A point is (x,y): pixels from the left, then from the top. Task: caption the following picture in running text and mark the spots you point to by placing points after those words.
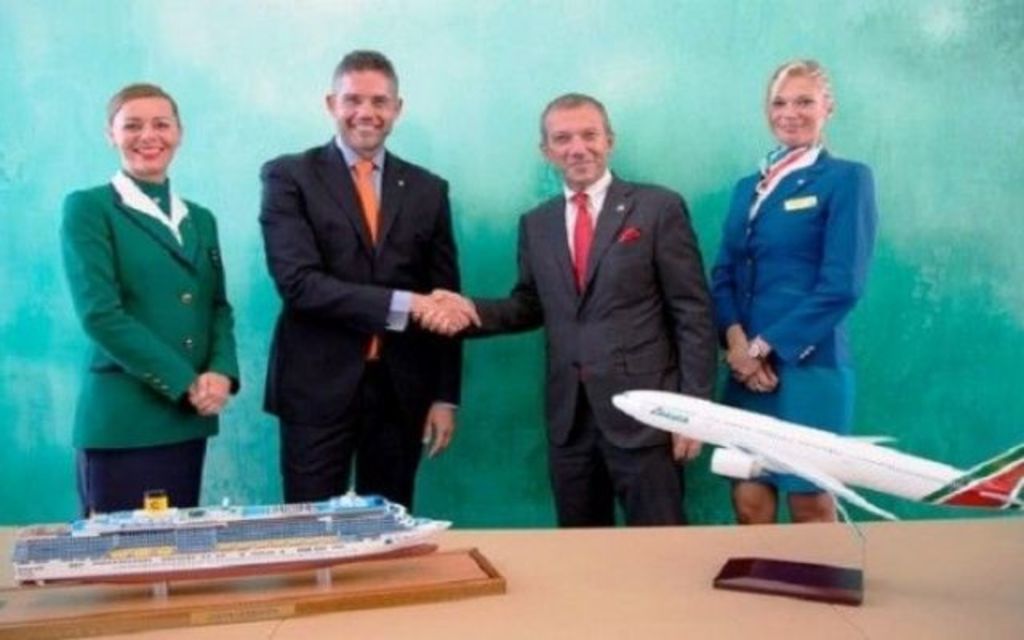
There are two men (675,477) in the middle (493,304) standing and shaking hands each other. To the left (110,185) and right side (803,499) we can see a woman (118,199) standing and on a table (619,562) there is a small ship (316,554) on a platform (256,585) and there is a plane (836,486) on an object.
